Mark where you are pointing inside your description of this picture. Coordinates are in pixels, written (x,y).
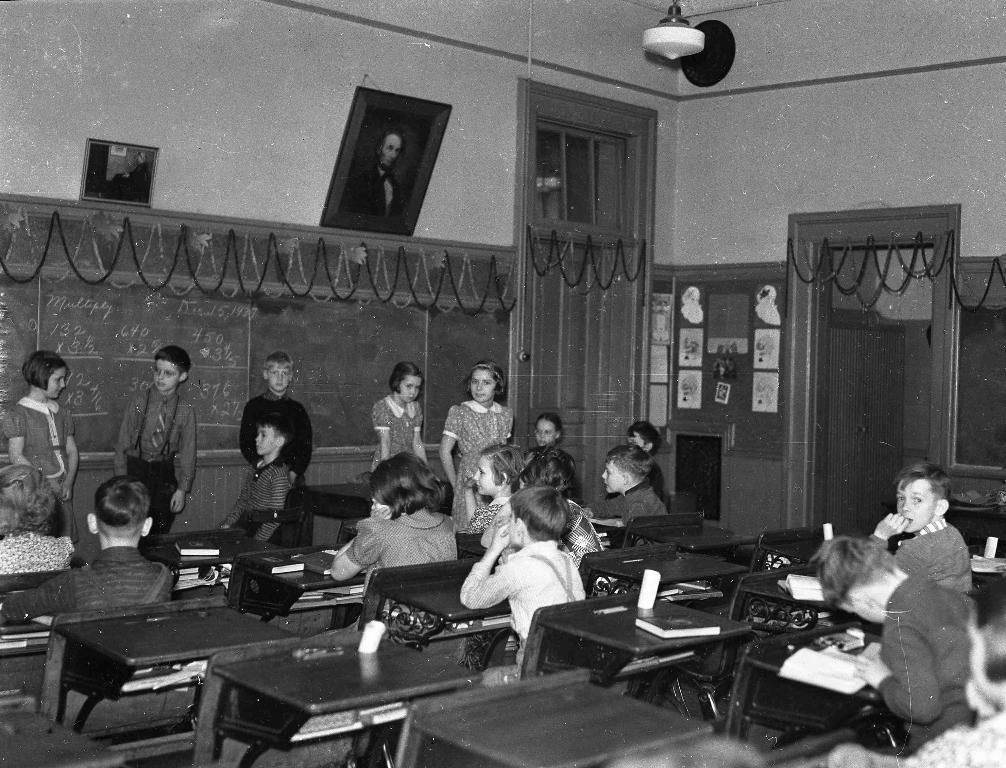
This is a black and white image. In this image, there are chairs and tables (668,558) arranged. On some of the chairs (10,580), there are children (96,562) sitting. In front of them, there are other children (482,389) standing and there is a table (340,483). Beside them, there is a board (21,314). Above this board (469,308), there are photo frames (114,149) attached to the wall (331,111). There are posters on the board (768,417) and there is a door (579,337).
